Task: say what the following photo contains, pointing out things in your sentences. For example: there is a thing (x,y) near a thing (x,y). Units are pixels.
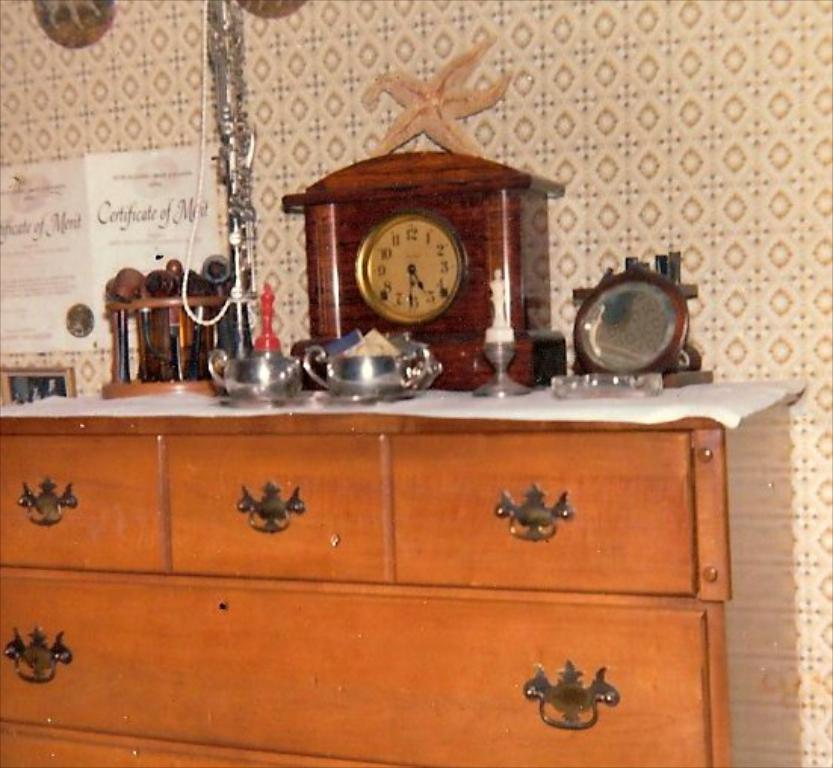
In this picture we can see chest of drawers (387,545) in the front (427,549), there is a clock (468,377), two bowls (316,376), smoking pipes (204,351), a mirror (630,341) present on this chest (345,547), in the background (286,102) there is a wall (265,83), there is a paper (106,212) pasted on the wall (257,70), we can see some text (113,214) on this paper (92,218).
